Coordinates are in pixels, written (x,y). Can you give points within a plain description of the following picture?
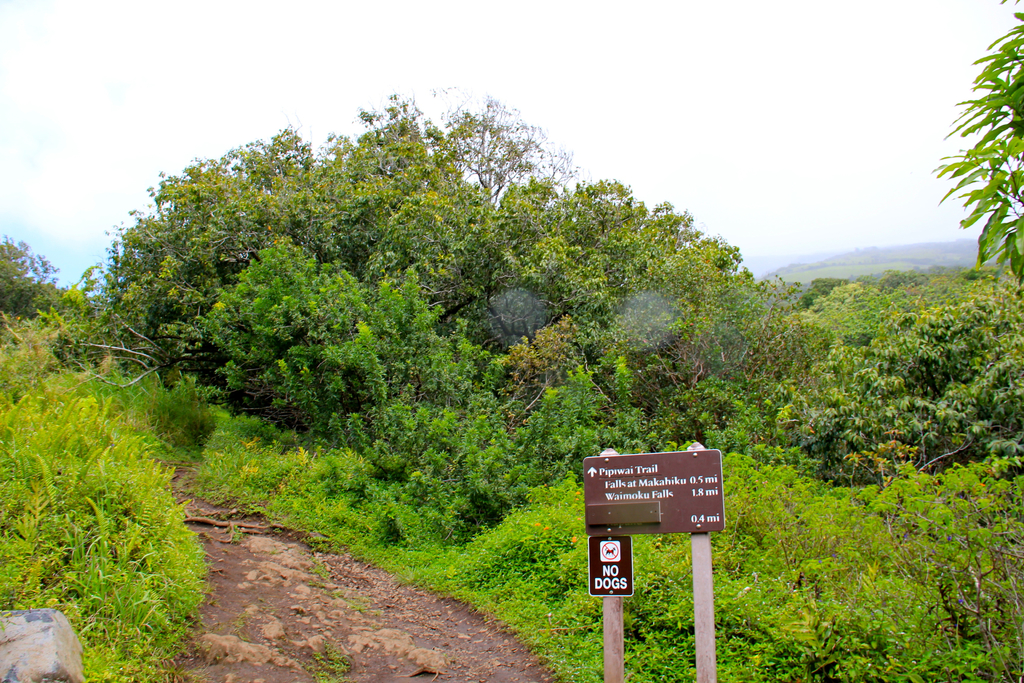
In this picture there are boards (624,465) on the pole (619,622). There is a text (653,478) on the board (639,485). At the back (673,417) there are trees (739,342) and there is a mountain (921,262). At the top (460,62) there is sky (375,55). At the bottom (342,603) there is mud (436,650) and there is a stone (49,629).
